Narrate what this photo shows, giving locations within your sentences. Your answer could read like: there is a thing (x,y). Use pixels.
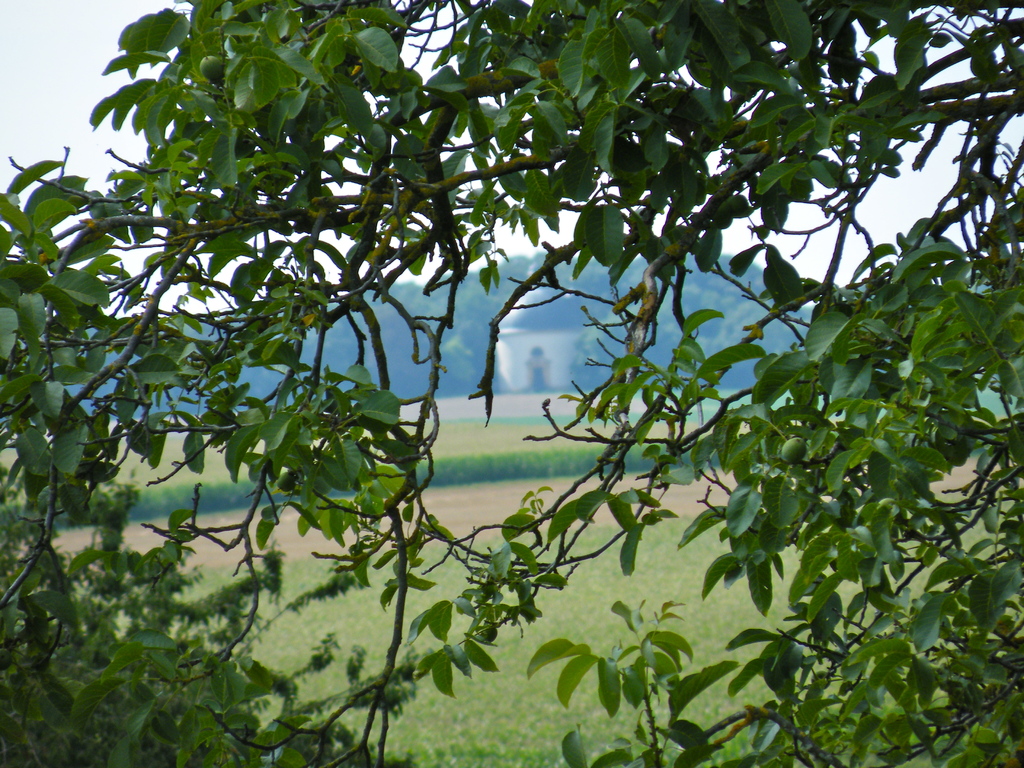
Here this is the picture of outdoor location. We can see some trees (803,509) and grass (599,594) here. And on the background (573,343) there is a dome (524,349) surrounded with many trees (664,323). And this is the sky (50,76).
